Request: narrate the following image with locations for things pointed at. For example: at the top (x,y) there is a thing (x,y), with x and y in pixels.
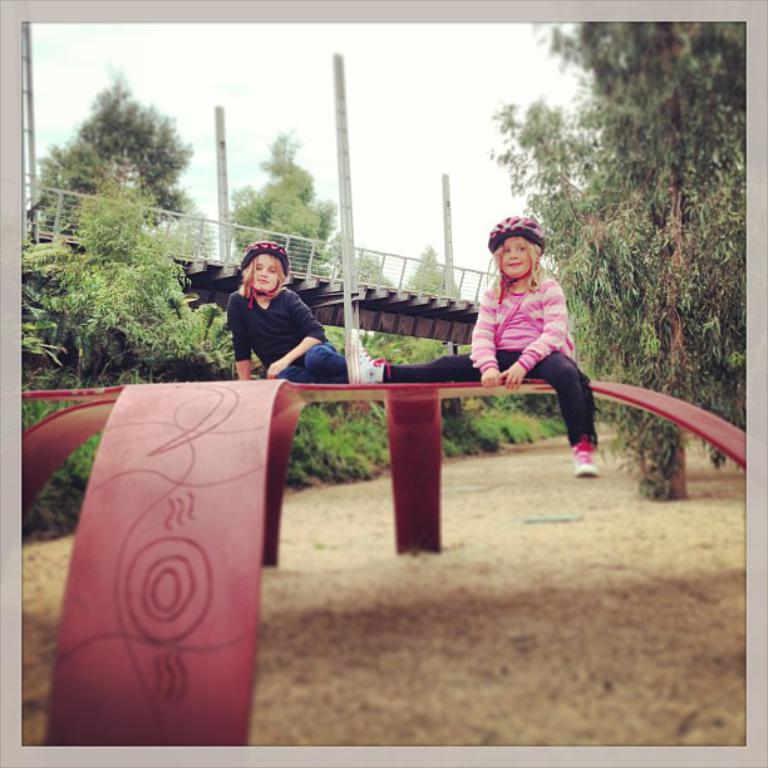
There are two children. In the background (596,360) we can see plants (35,250), trees (641,359), poles (353,229), bridge (368,291), and sky (439,126).
